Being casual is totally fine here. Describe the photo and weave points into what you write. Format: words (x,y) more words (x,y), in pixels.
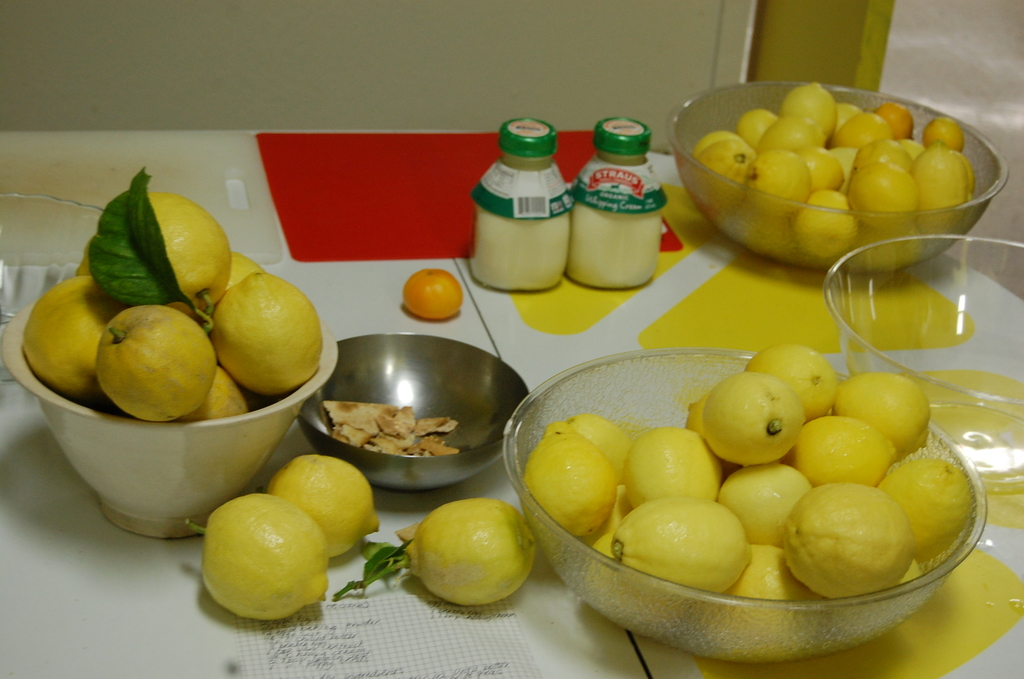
This image consist of a table (997,535), on which there are some bowls (926,370) and in that there are lemons (587,498). And there are also two bottles (477,220) on the table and two cutting plates (255,185).
